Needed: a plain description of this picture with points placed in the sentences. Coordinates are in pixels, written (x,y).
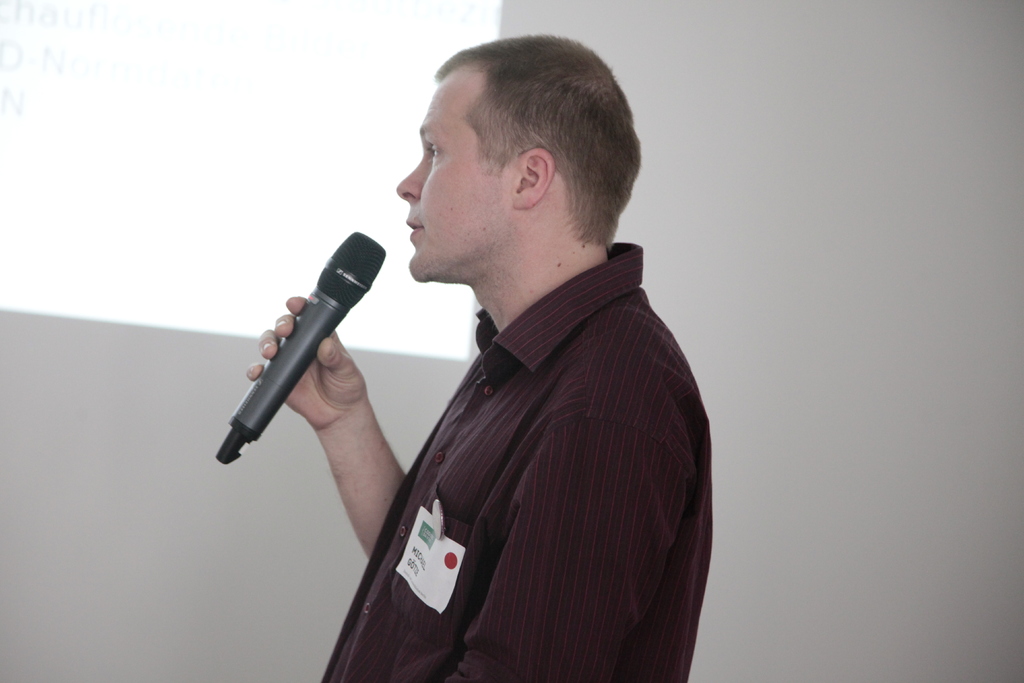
In this image a person (501,539) wearing maroon shirt (511,459) is holding a mic (308,335). Here there is a paper (411,558). In the background (161,123) there is screen (168,120).
